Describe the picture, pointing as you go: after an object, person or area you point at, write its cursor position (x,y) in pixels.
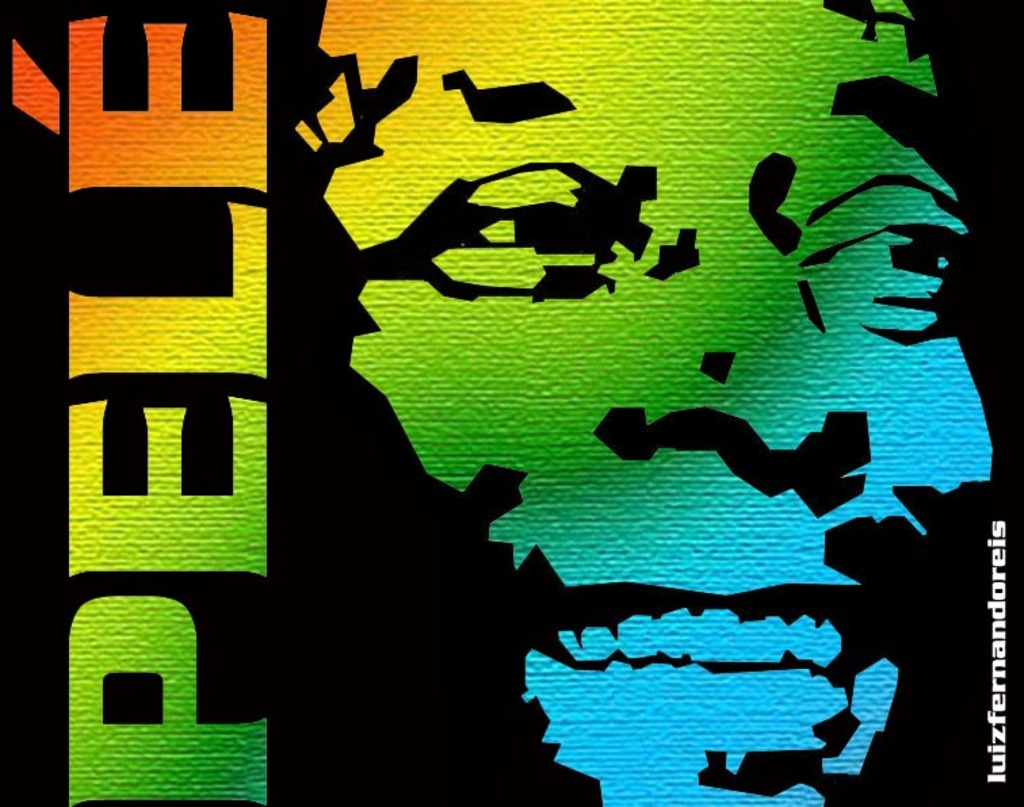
In this picture, we see the poster (690,462) of the man (789,554) who is smiling. It is in blue, green and yellow color. On the left side (163,751), we see some text (189,367) written in green, yellow and red color. In the background (363,575), it is black in color.
